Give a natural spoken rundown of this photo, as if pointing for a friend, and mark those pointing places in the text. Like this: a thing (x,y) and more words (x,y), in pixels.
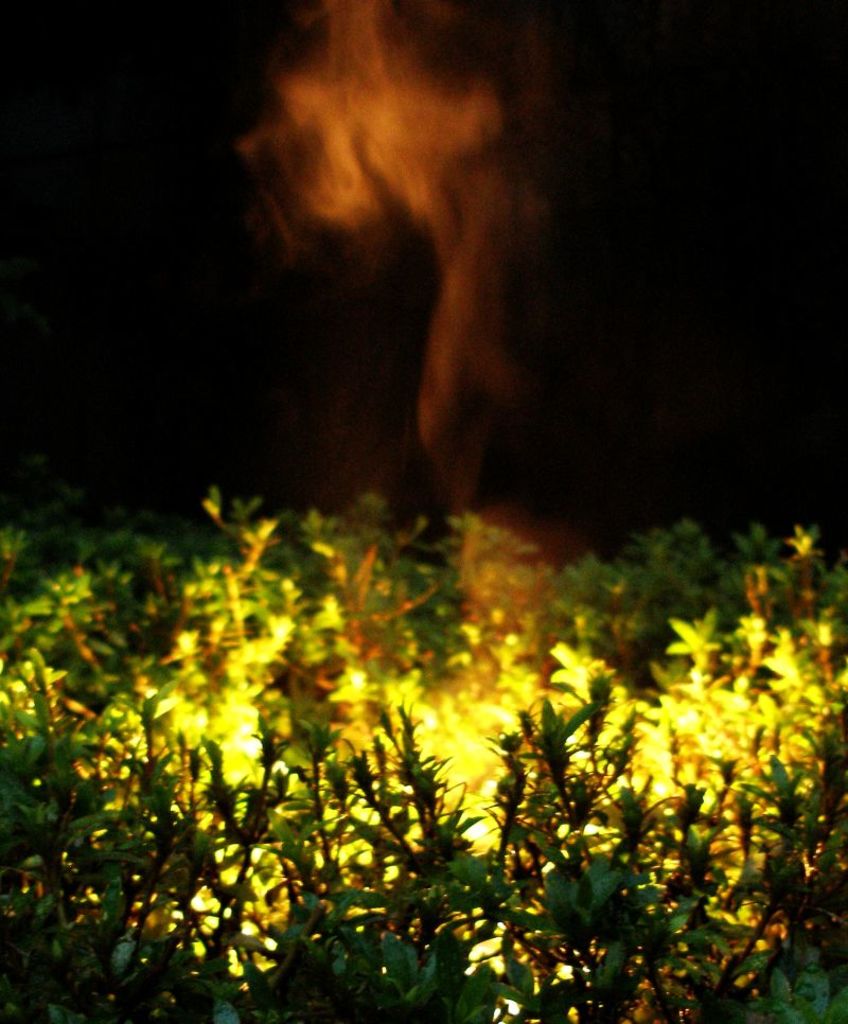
In this image at the bottom (443,715) there are some plants (83,742), in between the plants (223,695) there are lights (427,717), at the top (436,93) there is the smoke (386,74), backgrounds is dark.
